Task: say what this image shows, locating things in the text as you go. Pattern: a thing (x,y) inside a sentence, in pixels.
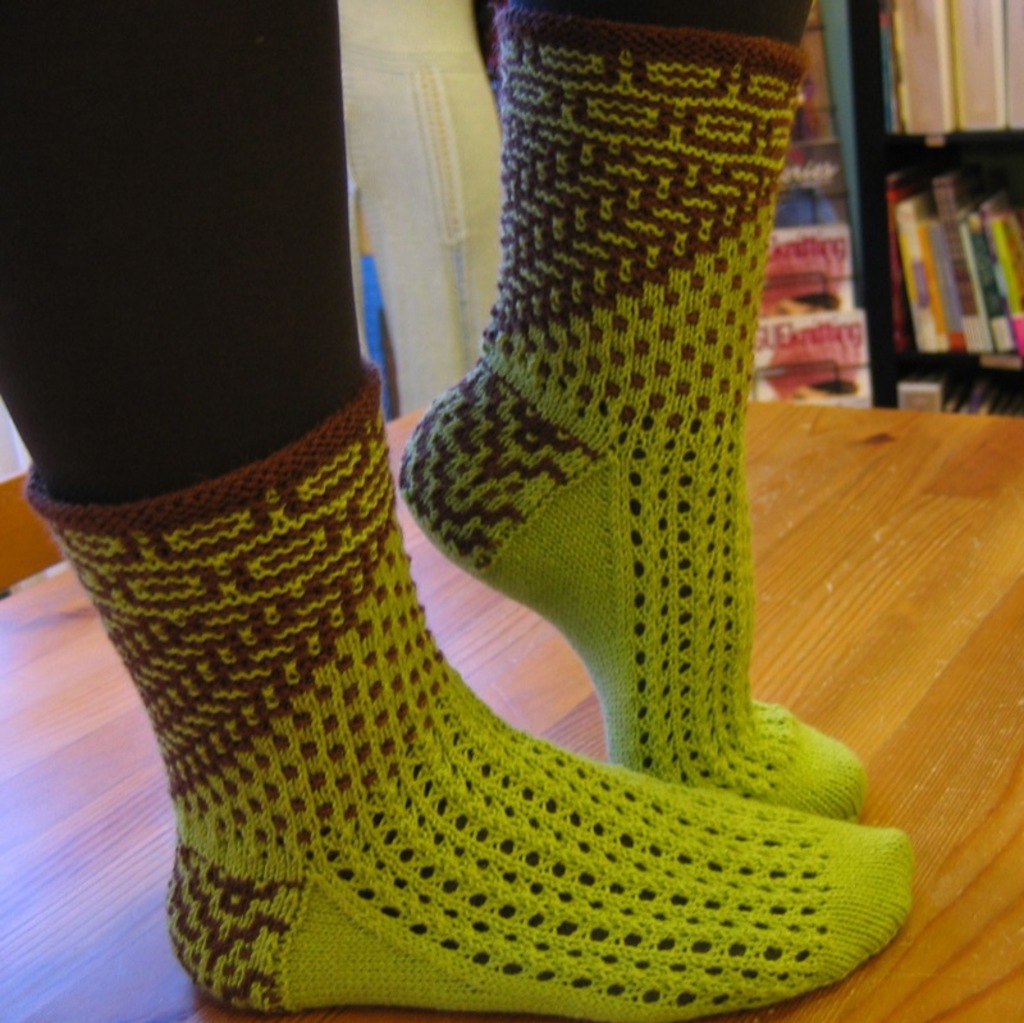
In this image I can see the person's legs (24,286) and the person (285,758) is standing on the table (582,742). I can see the socks (537,342) to the legs (537,342). In the background (774,377) I can see the books (801,331) in the rack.
